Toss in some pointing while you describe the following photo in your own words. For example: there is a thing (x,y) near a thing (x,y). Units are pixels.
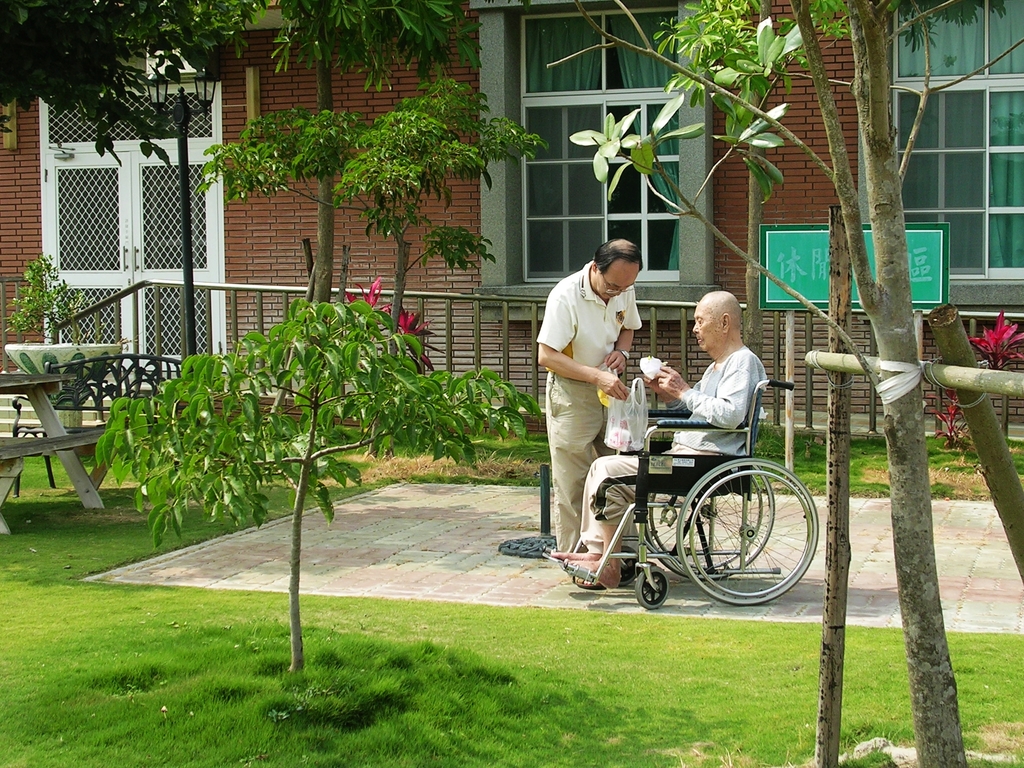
In this picture we can see a man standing on the ground (497,508) and beside him a person (749,390) sitting on a wheelchair (678,455), plastic cover (637,410), trees (903,327), grass (86,529), bench (15,423), fence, name board (810,258), windows (527,274) with curtain (992,114), wall (715,250) and doors (140,160).
